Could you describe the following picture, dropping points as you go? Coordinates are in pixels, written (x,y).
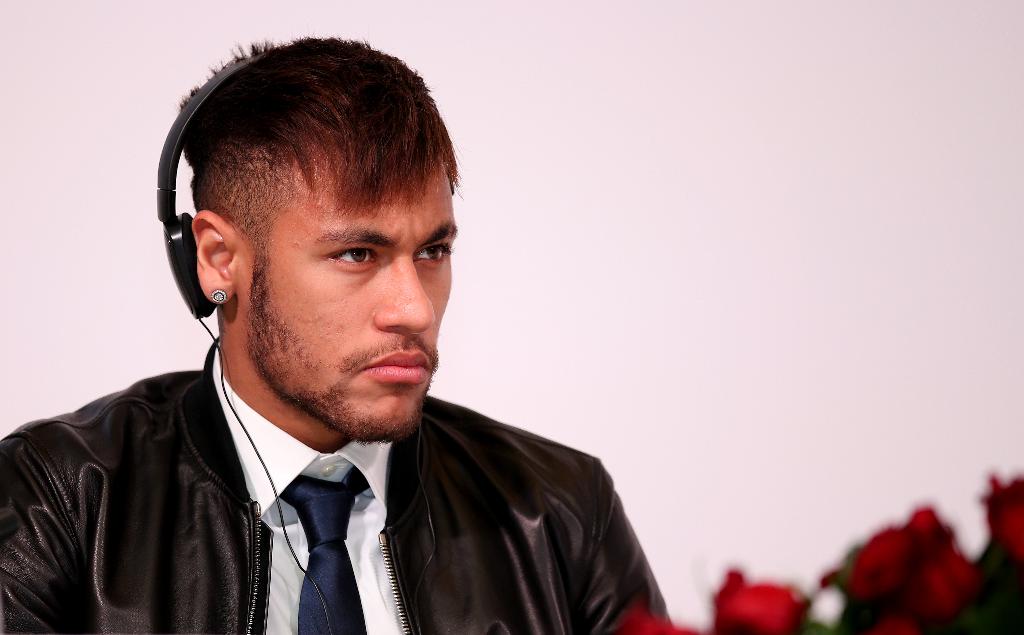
In this image, we can see a person (474,520) on the white background. This person (440,601) is wearing clothes (206,466) and headset (185,252). There are flowers (963,576) in the bottom right of the image (764,607).
